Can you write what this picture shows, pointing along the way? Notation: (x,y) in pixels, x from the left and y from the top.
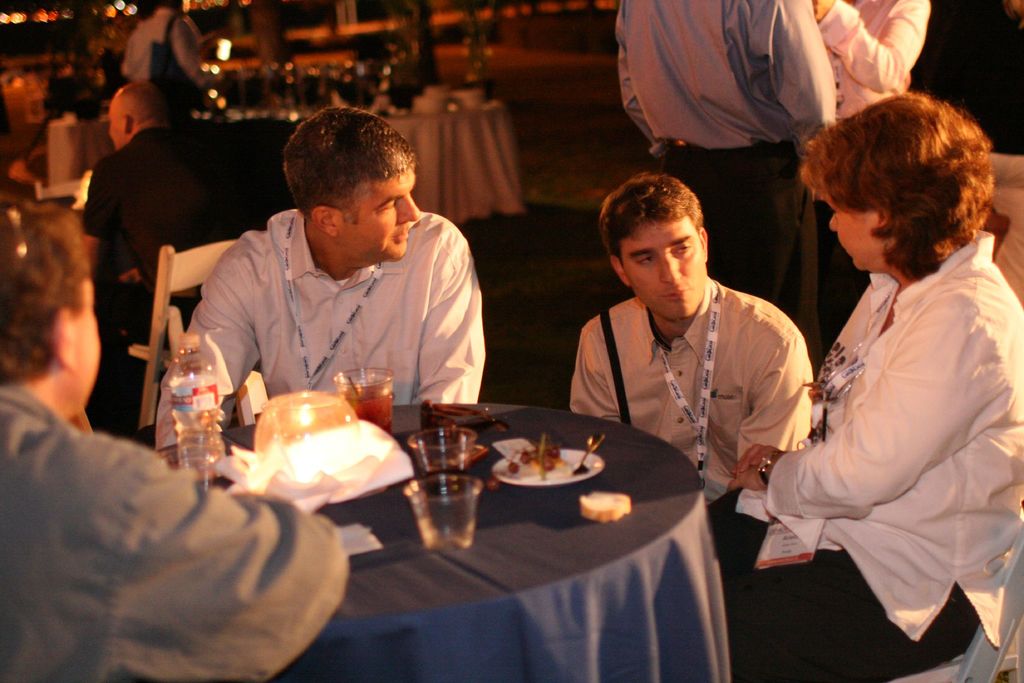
In this picture there are three men (412,368) and a woman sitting on the chair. There is a bottle (206,442), cup (424,509), candle glass (304,443), spoon (587,455), food (540,469), plate (533,477) on the table (506,538). There is a light (226,48) and few other people (185,85) sitting at the background (192,184). There are two men (771,65) standing to the right (798,194).
